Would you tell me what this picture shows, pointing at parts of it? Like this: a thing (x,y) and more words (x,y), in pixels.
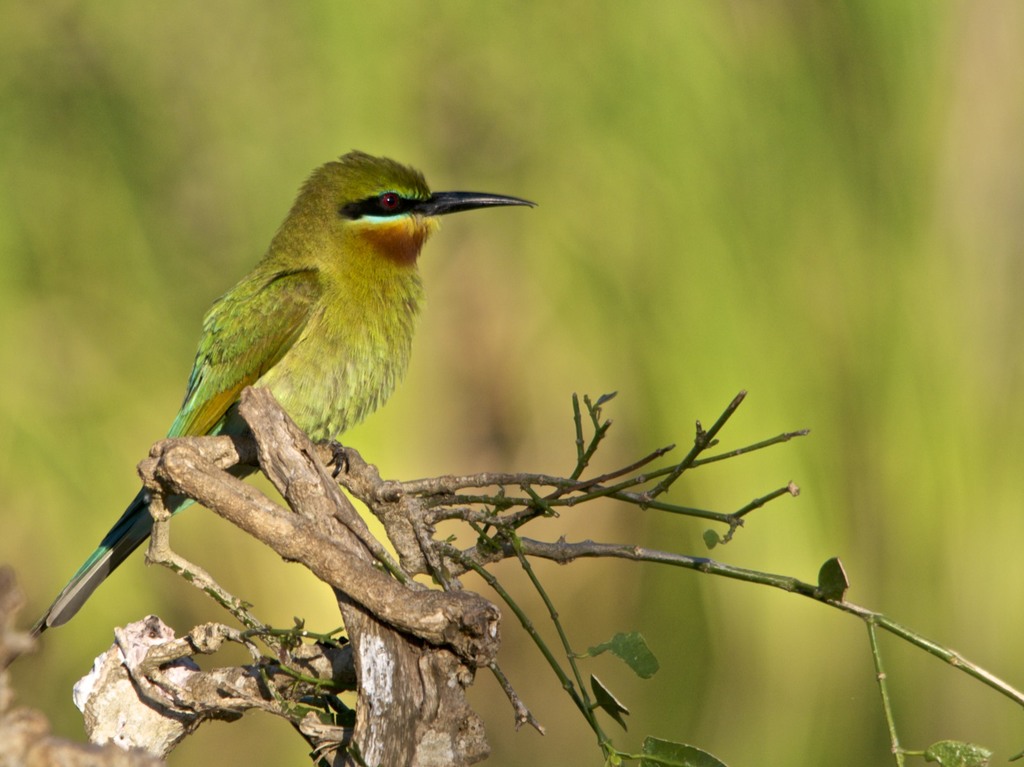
In the center of the image (396,269) a bird (321,370) is present on the stem (368,552). In the background (627,249) the image is blur.
